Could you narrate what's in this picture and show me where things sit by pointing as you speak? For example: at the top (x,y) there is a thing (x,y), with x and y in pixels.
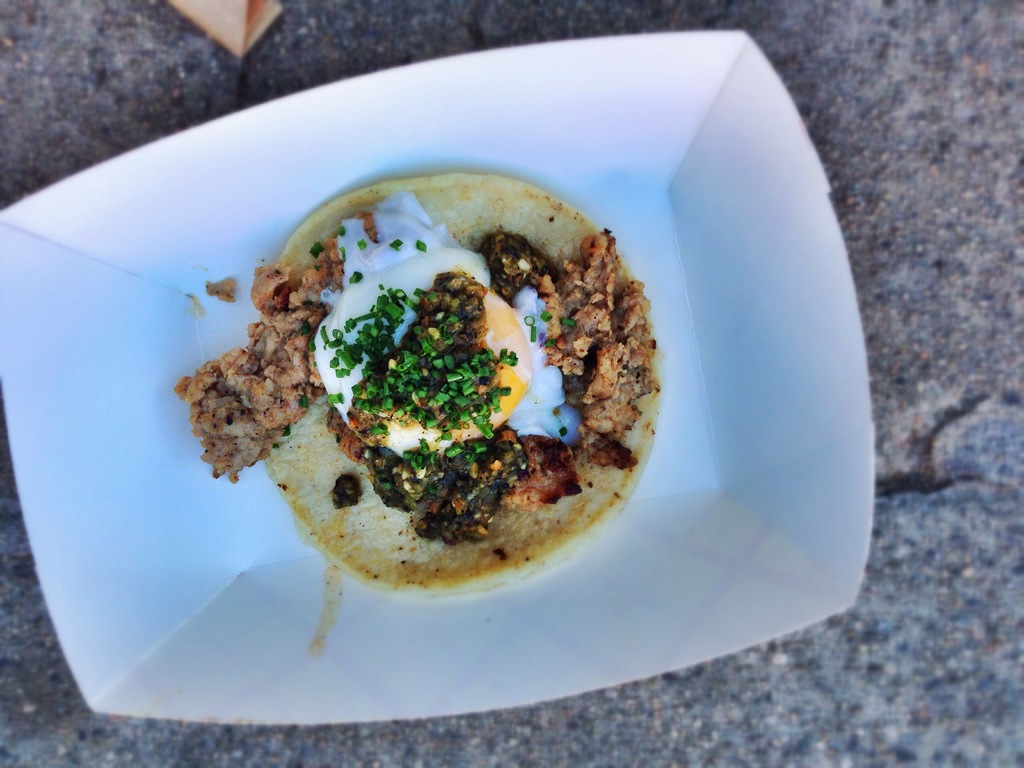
In this image I can see the plate (249,619) with food (545,335). The plate (666,635) is in white color and the food (447,456) is in green, brown, white and cream color. The plate (741,619) is on the ash color surface (764,661).
